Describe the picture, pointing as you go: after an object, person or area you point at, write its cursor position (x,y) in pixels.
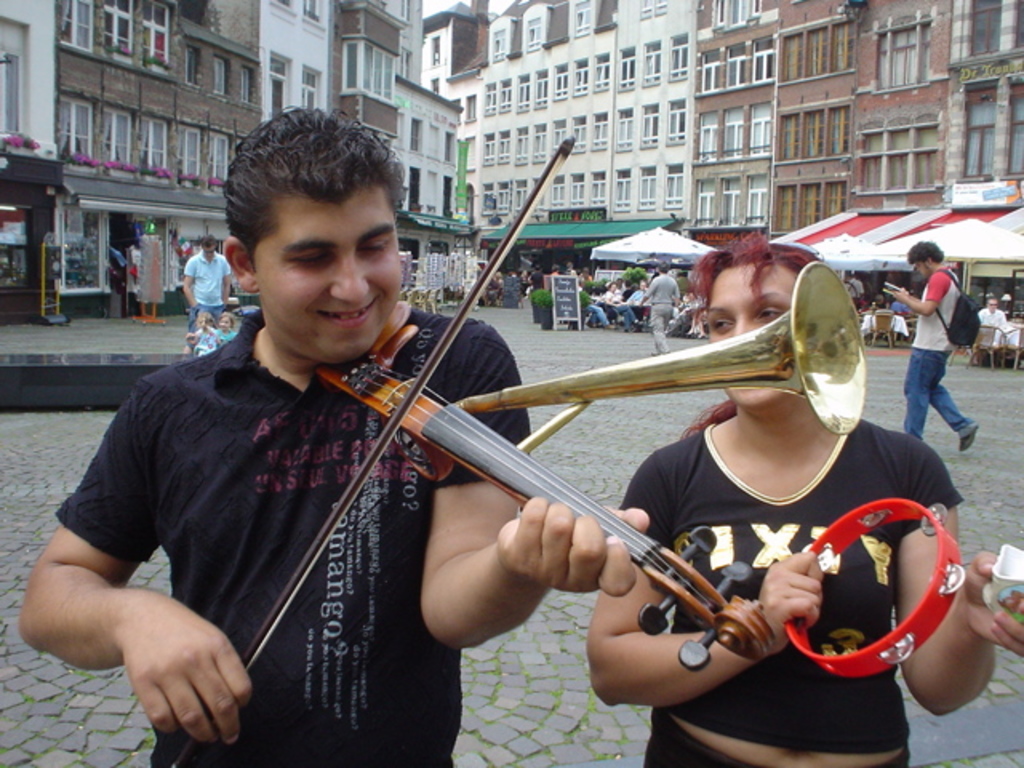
In this image there are two persons (410,470) who are standing on the floor (611,496) playing musical instruments (331,381) and at the backside of the image (609,309) there are group of persons (632,309) sitting near the food courts (836,258) and at the background of the image (830,22) there are buildings (603,94).
